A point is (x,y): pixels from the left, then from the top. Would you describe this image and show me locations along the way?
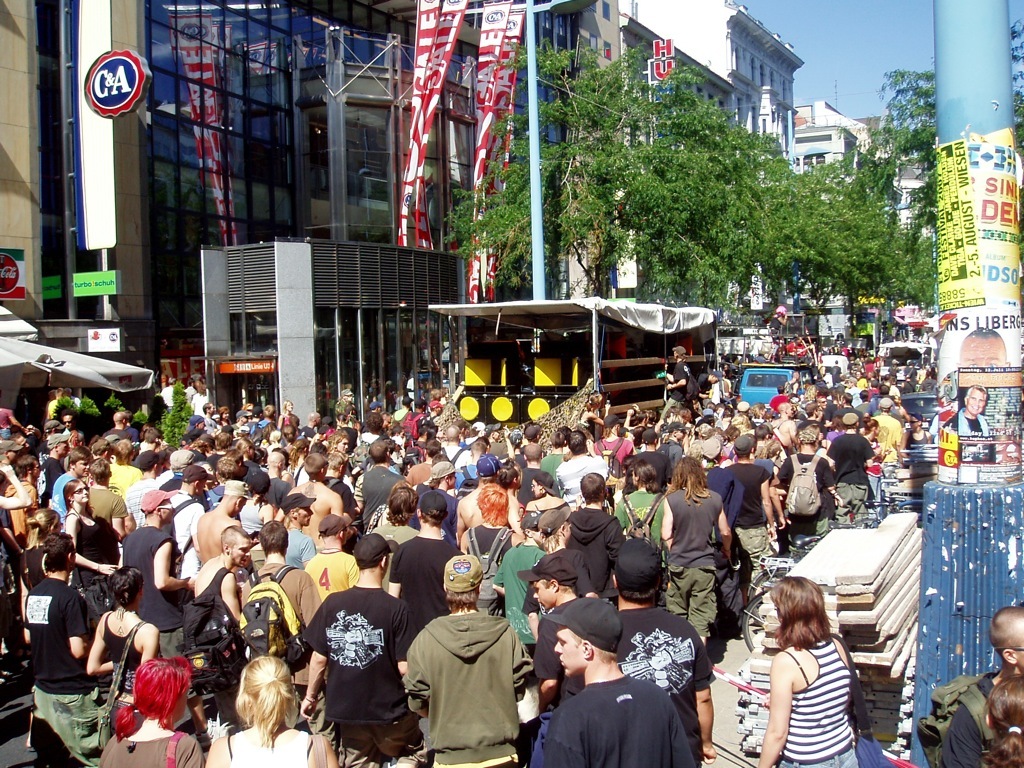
In this image I can see number of persons (426,521) are standing on the ground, few metal poles (1002,33), few posters (974,245) attached to the poles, few vehicles (765,368), few banners (482,142) which are red and white in color, few buildings (447,106) and few trees (800,210). In the background (830,69) I can see the sky (854,62).
